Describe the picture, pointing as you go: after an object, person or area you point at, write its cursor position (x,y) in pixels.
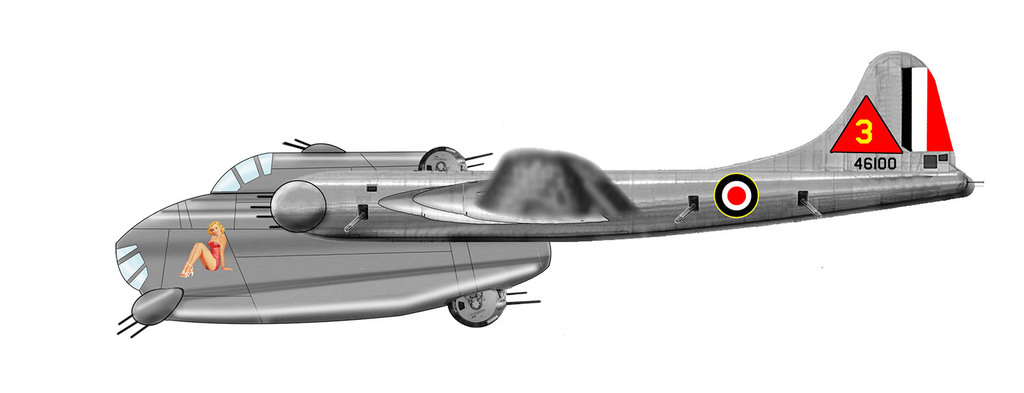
In the picture there is an animated image of plane (310,210) and on the plane (201,242) there is a picture of a woman (208,257) in a sitting posture.
